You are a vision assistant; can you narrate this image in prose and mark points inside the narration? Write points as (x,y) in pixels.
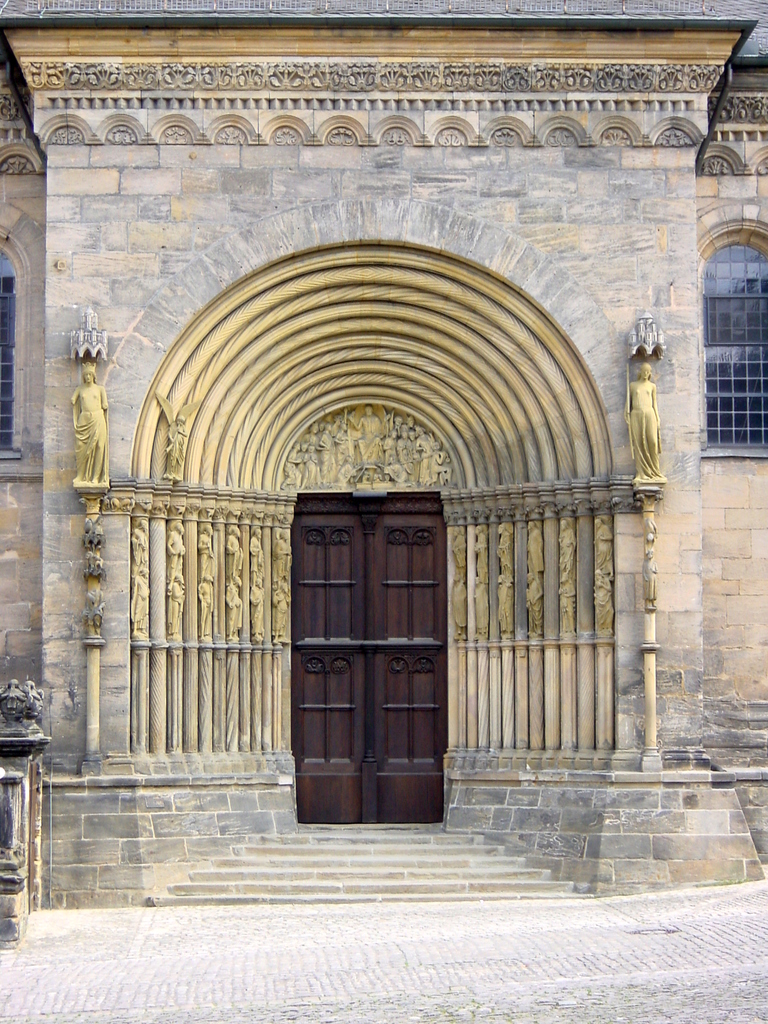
In this image, we can see the wall (520,306) with sculptures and a door (400,768). We can see some stairs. We can see the ground (714,1015). We can see a pole (23,909). There are a few windows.
